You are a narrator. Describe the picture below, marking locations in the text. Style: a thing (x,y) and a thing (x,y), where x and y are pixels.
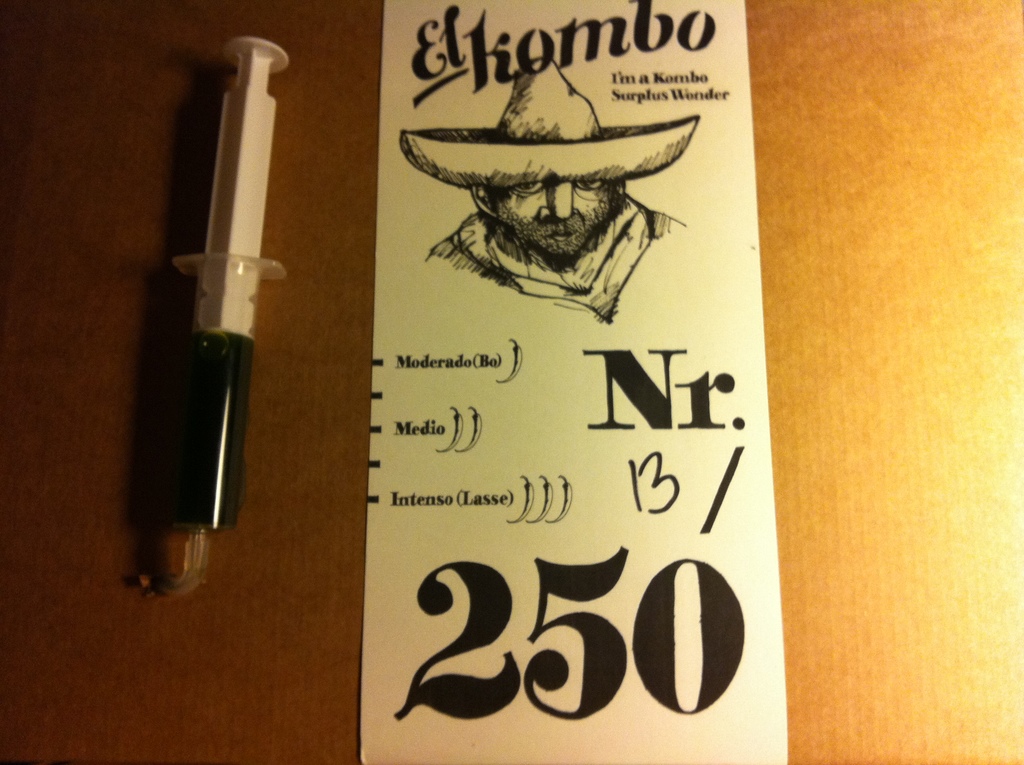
In this picture we can see a syringe (215,375) and a paper (493,432) on an object (206,616). There is a drawing (509,203) of a person (525,225) and it is written something on the paper (467,531).
